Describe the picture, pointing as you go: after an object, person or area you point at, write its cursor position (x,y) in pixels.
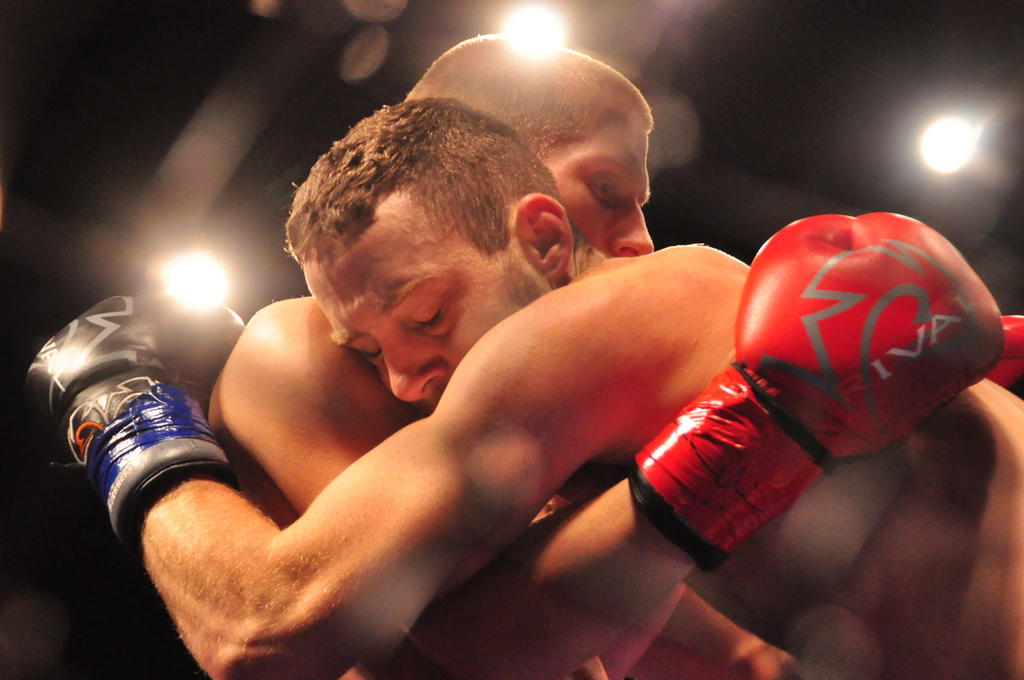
In this image we can see two persons (512,261) hugging each other, there are some lights (200,260) and the background (89,602) is dark.
